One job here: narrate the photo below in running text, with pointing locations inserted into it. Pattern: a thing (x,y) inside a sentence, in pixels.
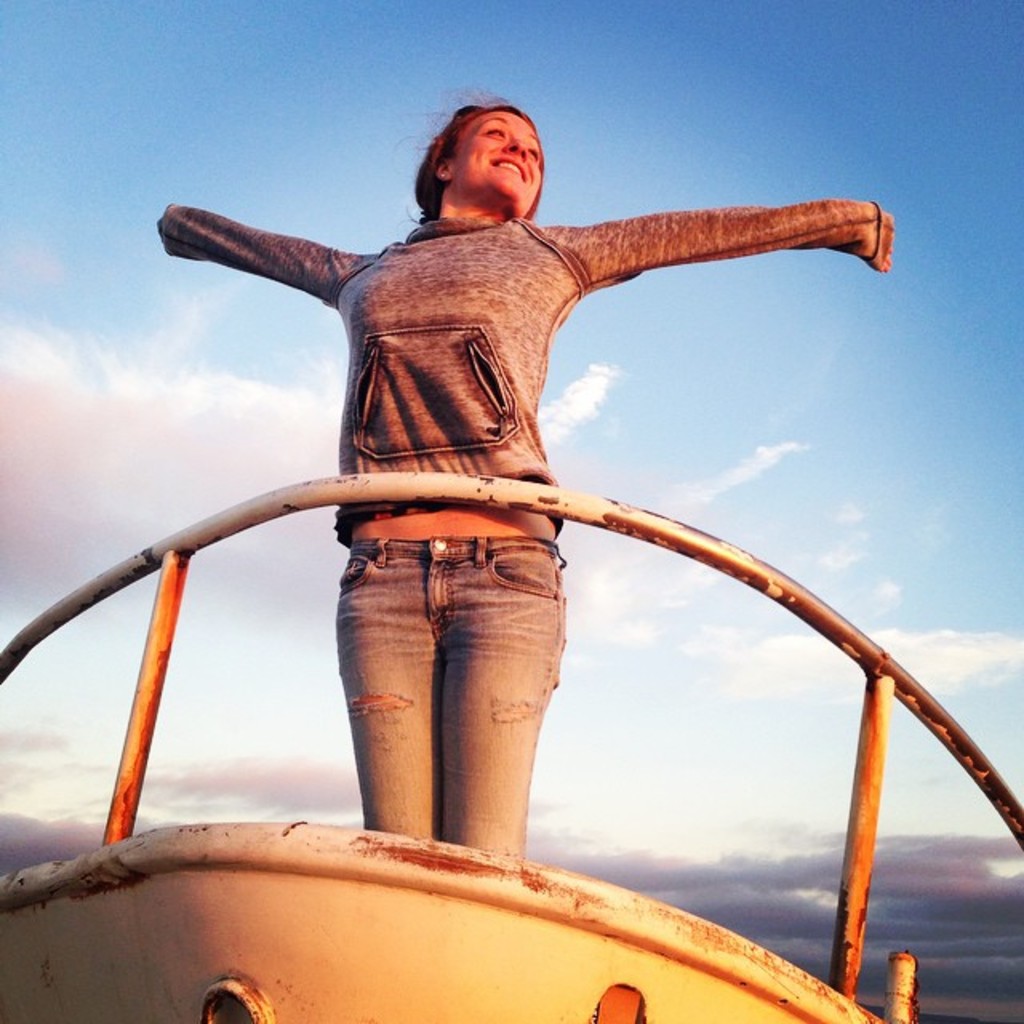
In this picture we can see a boat (379,904) in the front (440,904), there is a woman (477,533) standing in the boat (423,934), we can see the sky (724,386) and clouds (840,518) in the background (781,332).
